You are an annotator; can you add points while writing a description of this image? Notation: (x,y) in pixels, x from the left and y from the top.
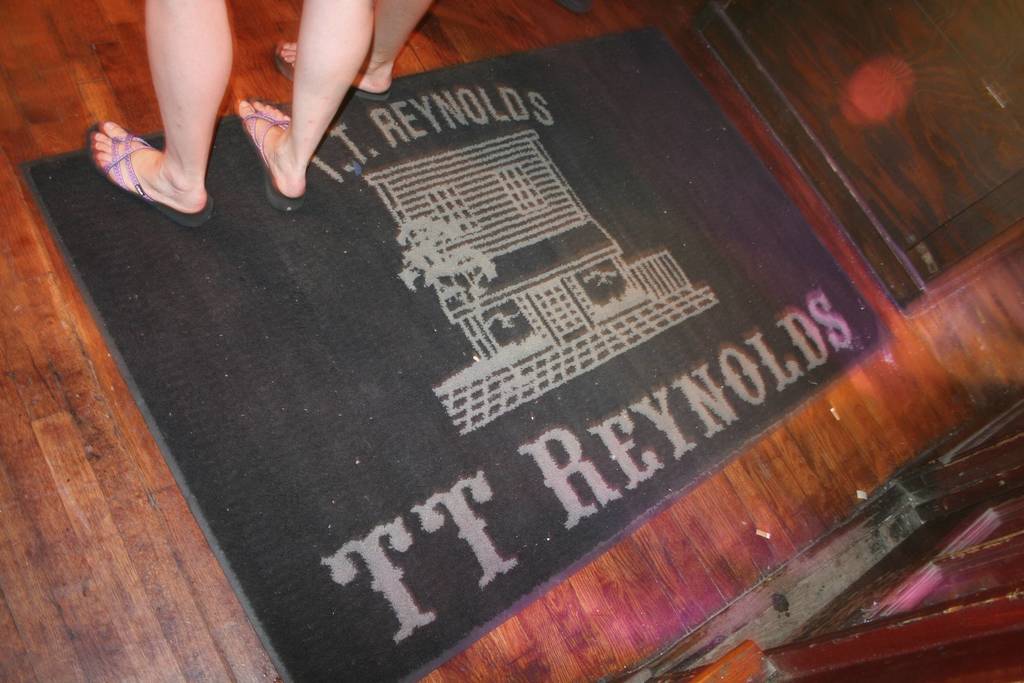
In this image we can see legs (167,18) of people (268,148) on the carpet (246,159). At the bottom of the image (94,665) there is wooden flooring (116,561).
